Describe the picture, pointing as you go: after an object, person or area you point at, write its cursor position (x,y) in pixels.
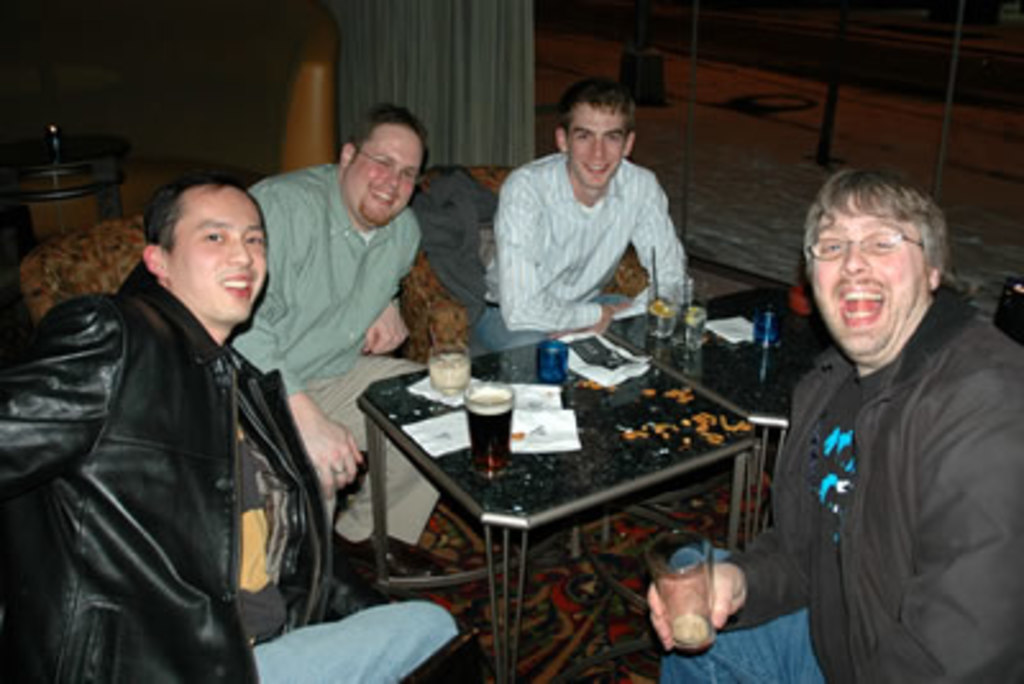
In the picture we can see a four people (587,324) are sitting on the chairs (58,247) near the table (737,401) on the table (728,410) we can find a cup (553,352), tissues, and some snacks (651,390), In the background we can find a curtain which is white in color and a poles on floor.
